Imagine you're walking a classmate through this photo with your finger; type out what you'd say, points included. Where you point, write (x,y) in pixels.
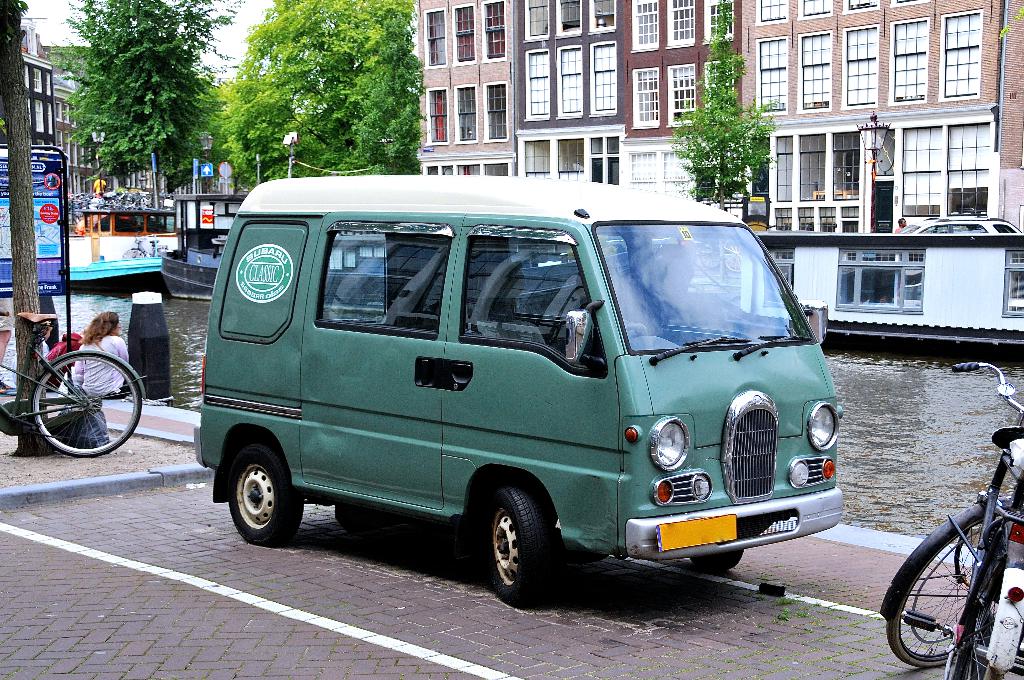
In the center of the image (505,360) there is a vehicle (565,424) on the ground (533,659). On the right side of the image (1011,634) there is a cycle (957,634). On the left side of the image (22,318) we can see cycle (76,421), tree (25,330), boards (46,223) and buildings (69,127). In the background (844,376) there is a water (863,371), buildings (859,112) and sky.
